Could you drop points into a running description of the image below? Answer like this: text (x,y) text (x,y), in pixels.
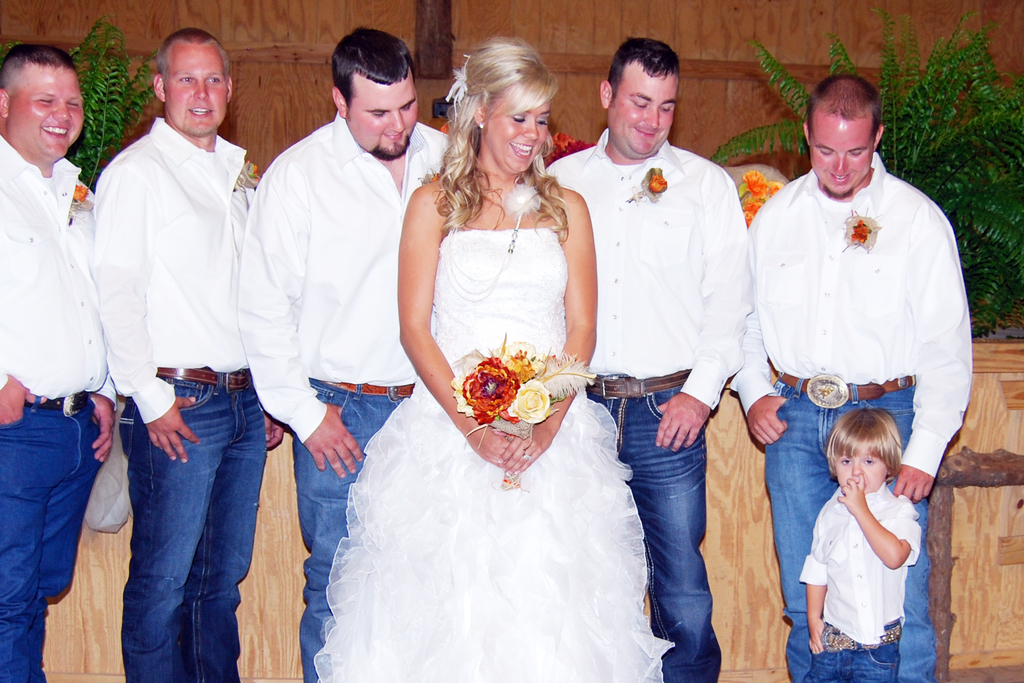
In the picture I can see a woman (591,305) wearing the wedding dress (503,321) and she is holding the flowers (501,388) in her hands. There is a pretty smile on her face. I can see a five men (898,224) standing on the floor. There is a boy (881,477) on the bottom right side of the picture (880,459). In the background (782,70), I can see the wooden wall (689,70) and plants (785,88).
